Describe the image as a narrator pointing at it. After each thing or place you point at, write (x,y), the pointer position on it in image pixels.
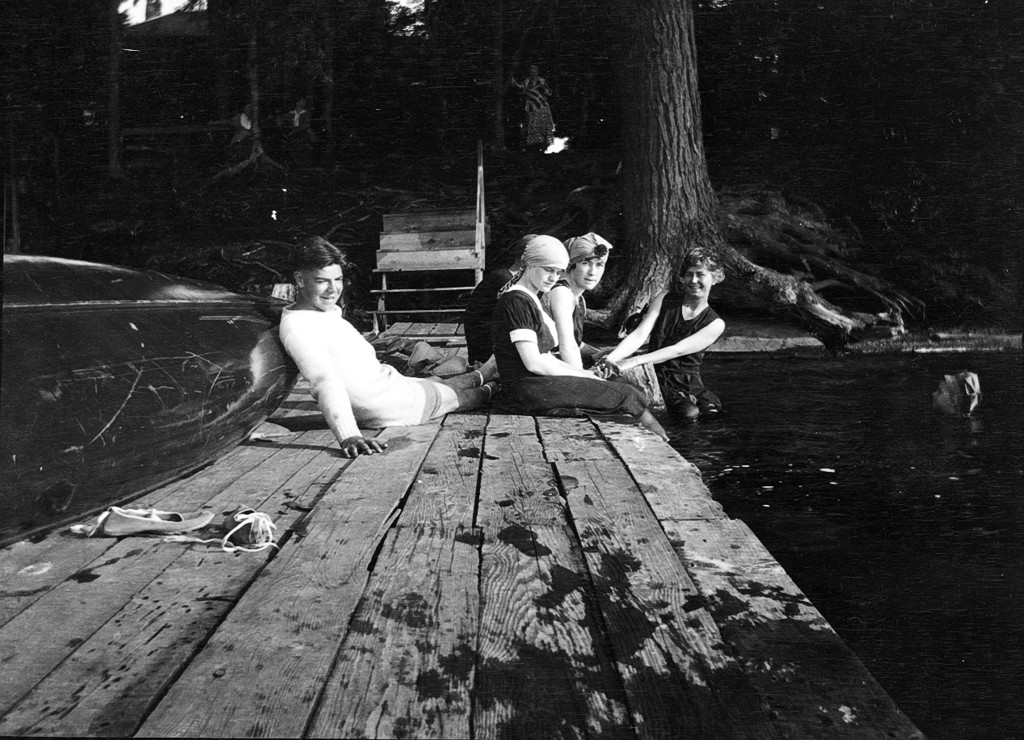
This is a black and white picture. In the foreground of the picture (437,581) there is a dock (347,592), on the dock (348,677) there are people (485,337). On the right (895,417) there are trees (875,280) and water (834,477). in the background (388,66) there are trees (522,101) and a person (543,111) standing. In the center of the picture (421,258) there is a staircase (432,243).
